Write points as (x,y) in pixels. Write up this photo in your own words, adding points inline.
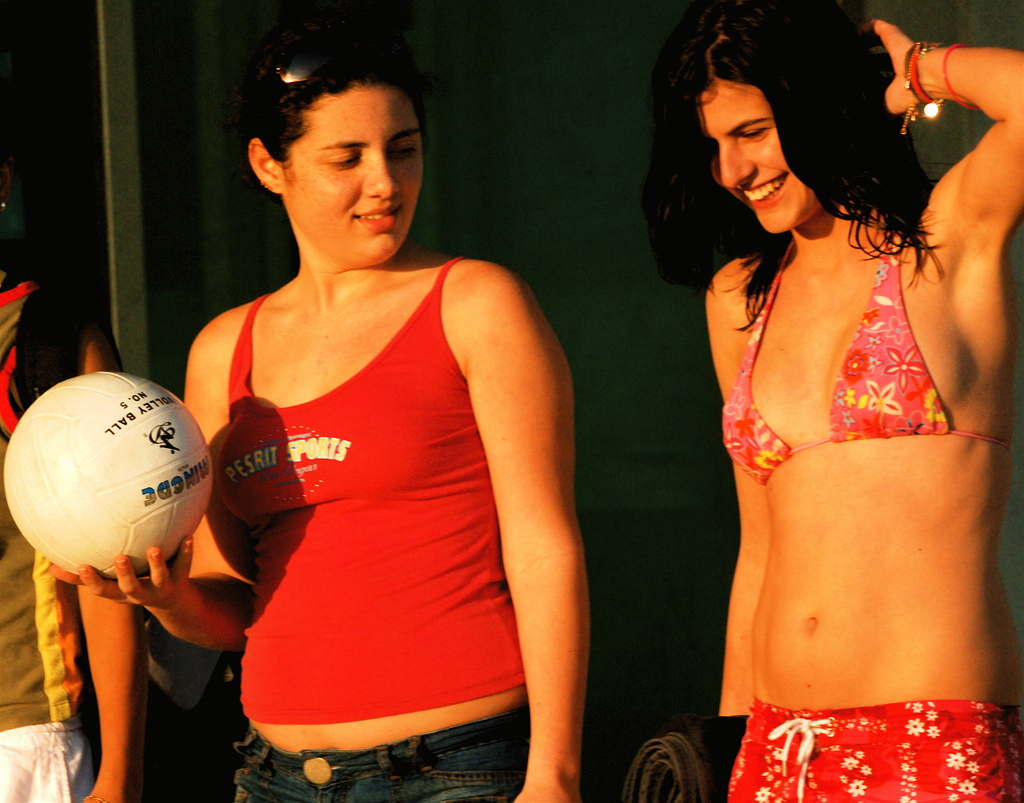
In the right (869,471) a girl (855,472) is standing and laughing. On the left (306,696) a woman (293,485) is holding a volleyball (48,508) in her hand (160,598).
